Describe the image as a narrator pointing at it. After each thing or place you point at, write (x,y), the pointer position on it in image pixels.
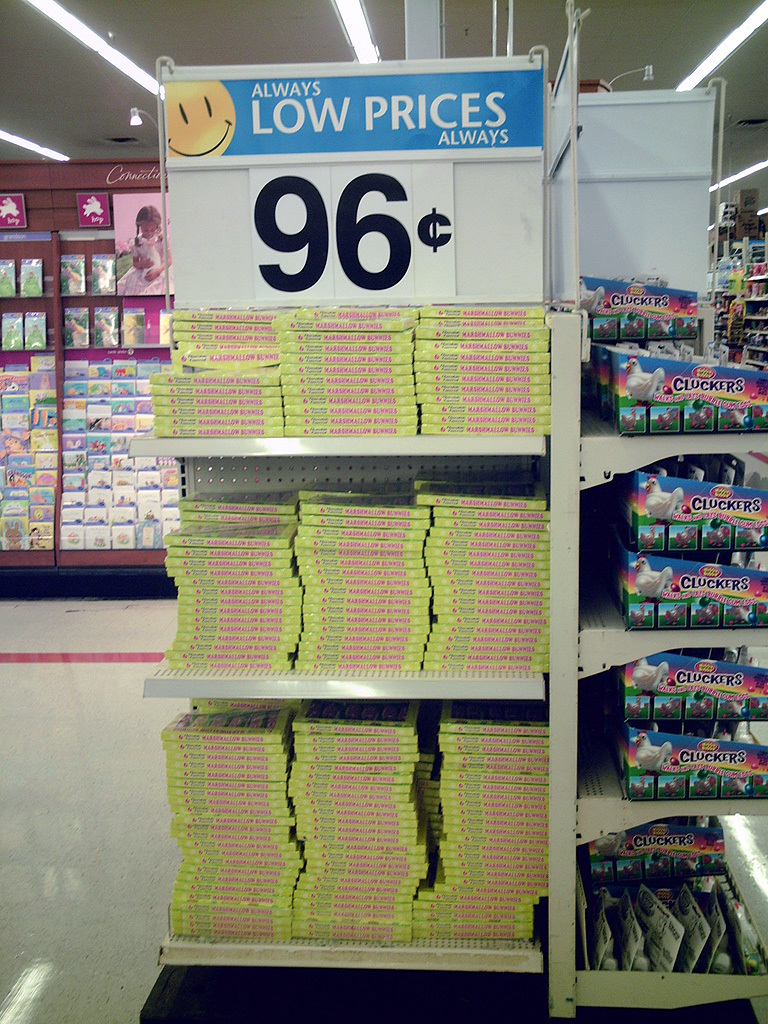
In this image, we can see some shelves (255,685) with objects (383,729). We can also see some boards (262,296) with text (314,239) and images (156,254). We can see the ground (76,757) and the roof (224,38) with some lights (97,45). We can also see some black colored object (227,1023) at the bottom (208,1023).
